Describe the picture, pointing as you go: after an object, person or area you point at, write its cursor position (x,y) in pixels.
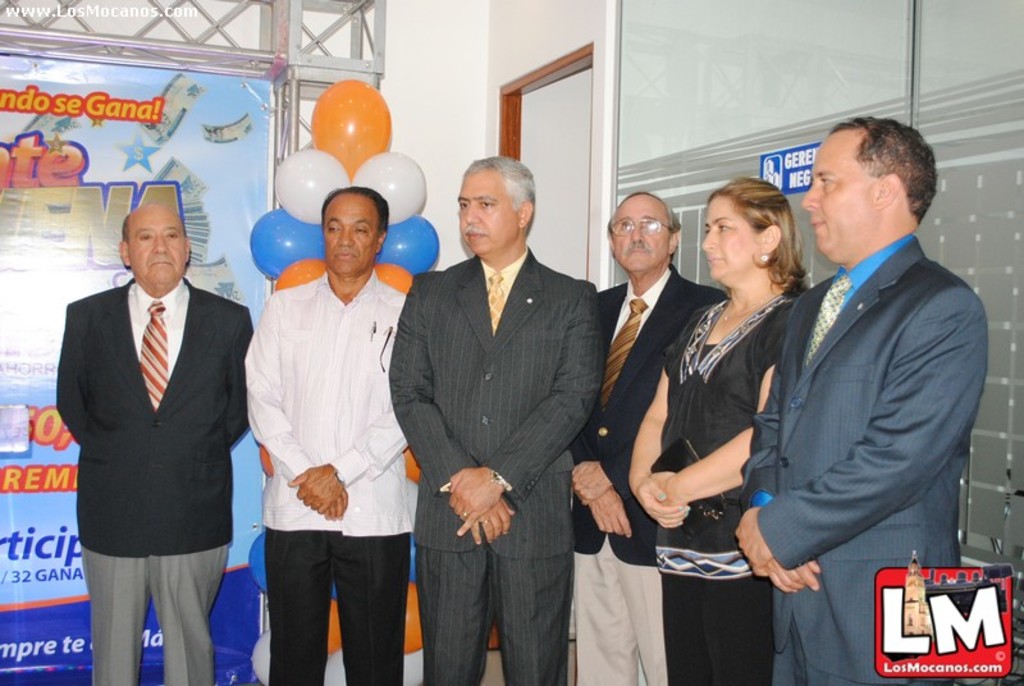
In this image, we can see persons (458,461) standing and wearing clothes (112,508). There are balloons (411,604) in the middle of the image (406,236). There is a banner (54,143) on the left side of the image (67,600).
